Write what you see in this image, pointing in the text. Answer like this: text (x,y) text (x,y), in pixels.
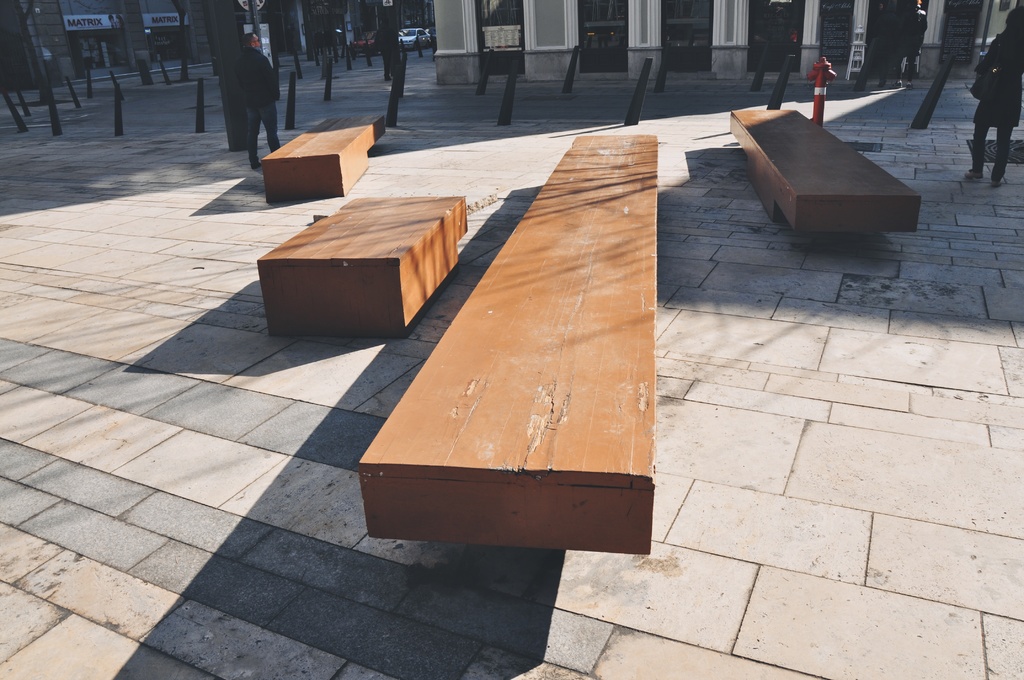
In this picture, it seems like wooden benches (456,350) in the foreground area of the image (573,346), there are people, buildings (438,37), it seems like small poles (395,83) and vehicles (404,35) in the background (297,56).
